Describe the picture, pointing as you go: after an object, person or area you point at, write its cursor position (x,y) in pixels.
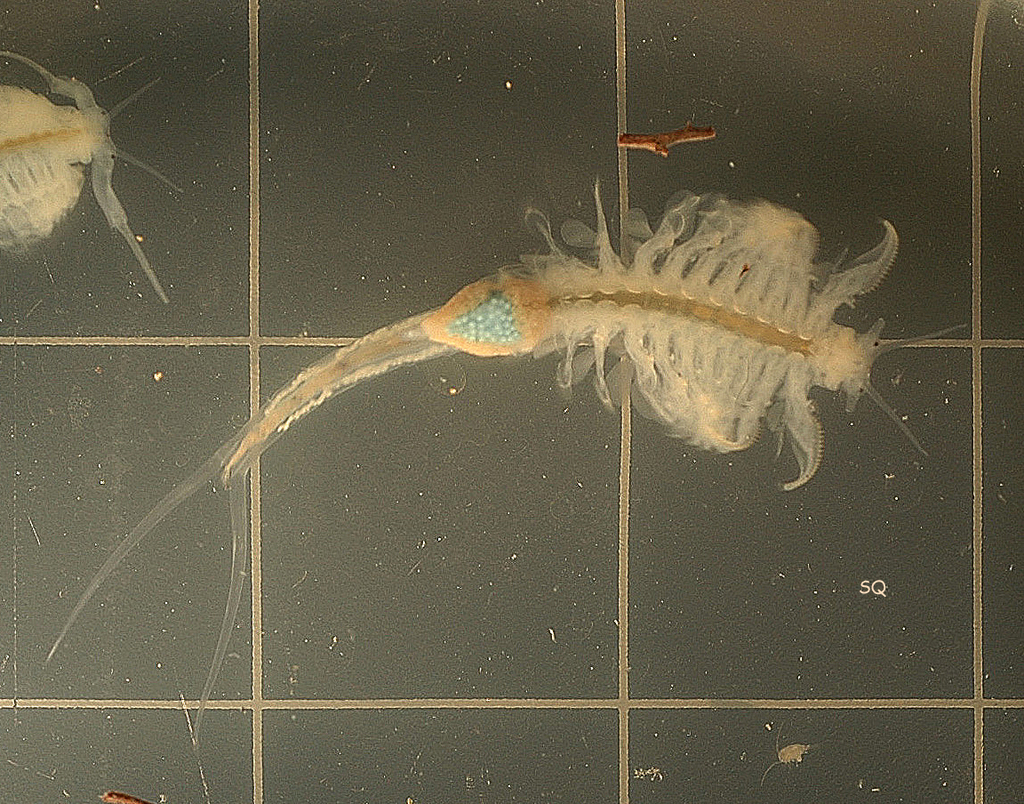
In this image we can see organisms (651,323) in the water (505,461).
